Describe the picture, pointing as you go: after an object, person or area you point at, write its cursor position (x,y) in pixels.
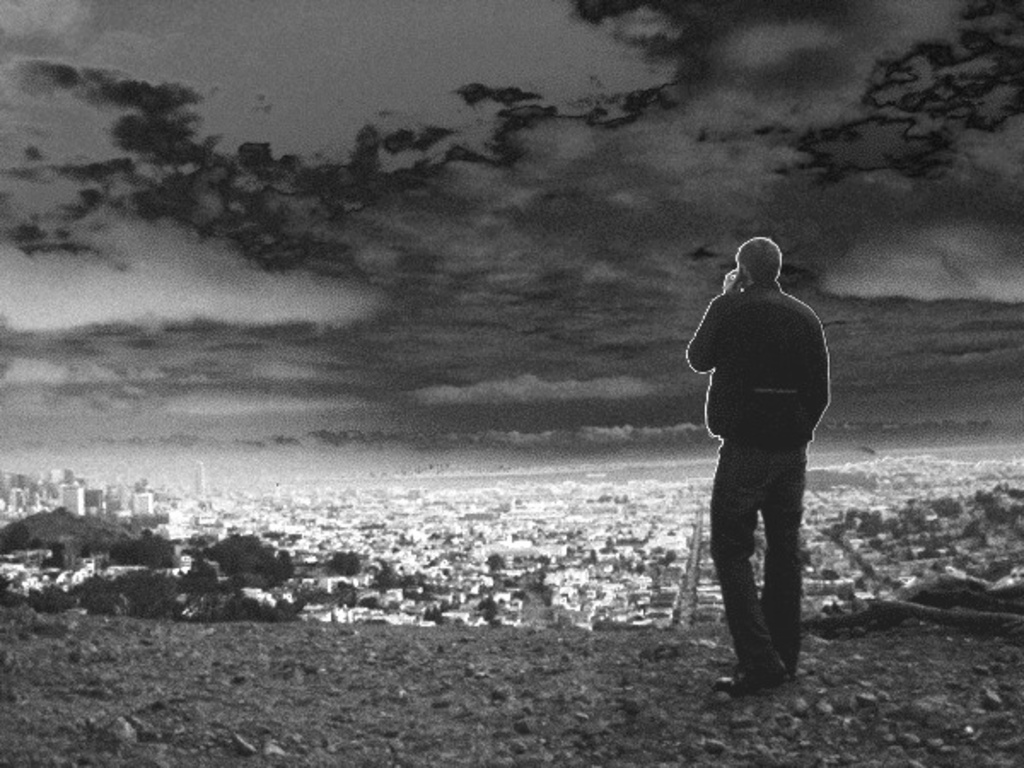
In the foreground of this black and white image, there is a man (796,487) standing on the ground (633,716). In the background (629,556), we can see the city (505,551) which includes, buildings (371,554), trees (174,542), skyscrapers (197,484), sky (224,358) and the cloud (421,264).
